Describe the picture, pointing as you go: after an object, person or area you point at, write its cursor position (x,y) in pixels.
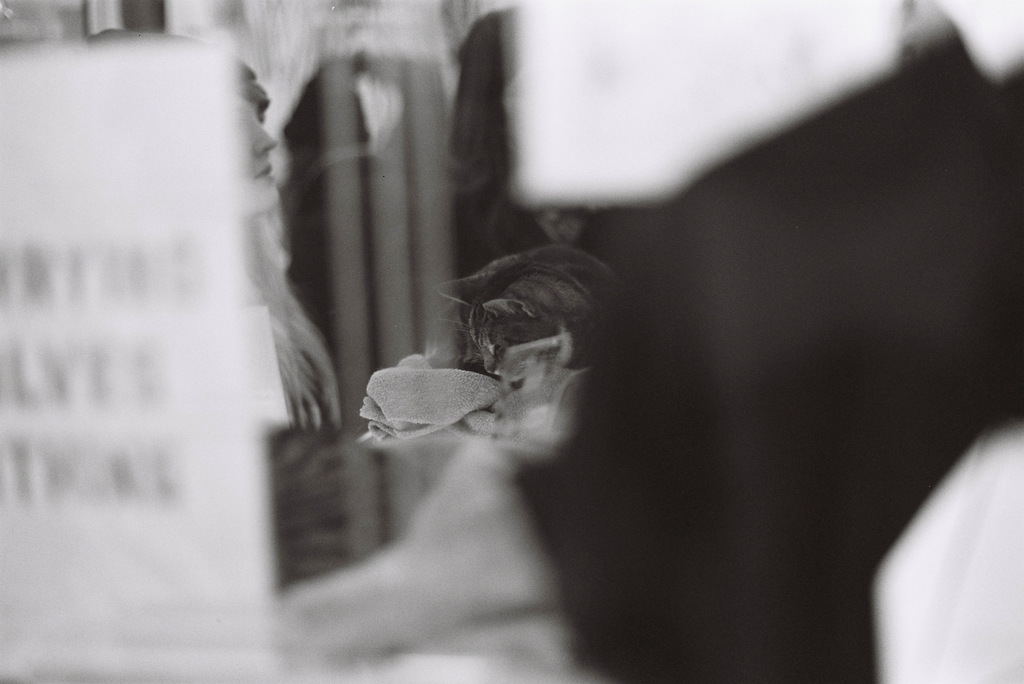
This is a black and white image. We can see a person (300,374) and an object (465,382). The corners and background of the image (431,45) are blurred.
